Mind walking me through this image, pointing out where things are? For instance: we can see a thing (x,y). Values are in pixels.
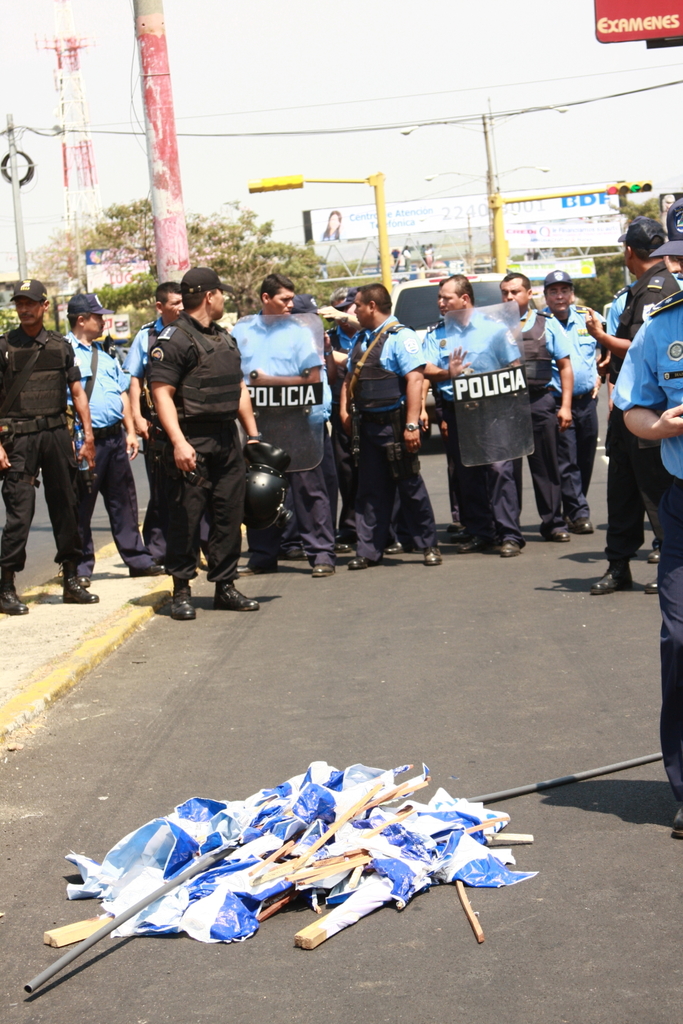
In this image, we can see a group of people (492,475) are standing. Few people (273,568) are holding some objects (485,464). At the bottom (140,927), we can see clothes (315,855), poles (578,777) and wooden sticks (51,936) are placed on the road (589,933). Background (247,226) we can see trees (98,240), poles (155,188), hoardings (129,263) and sky (374,146). Here we can see a vehicle (423,308).
